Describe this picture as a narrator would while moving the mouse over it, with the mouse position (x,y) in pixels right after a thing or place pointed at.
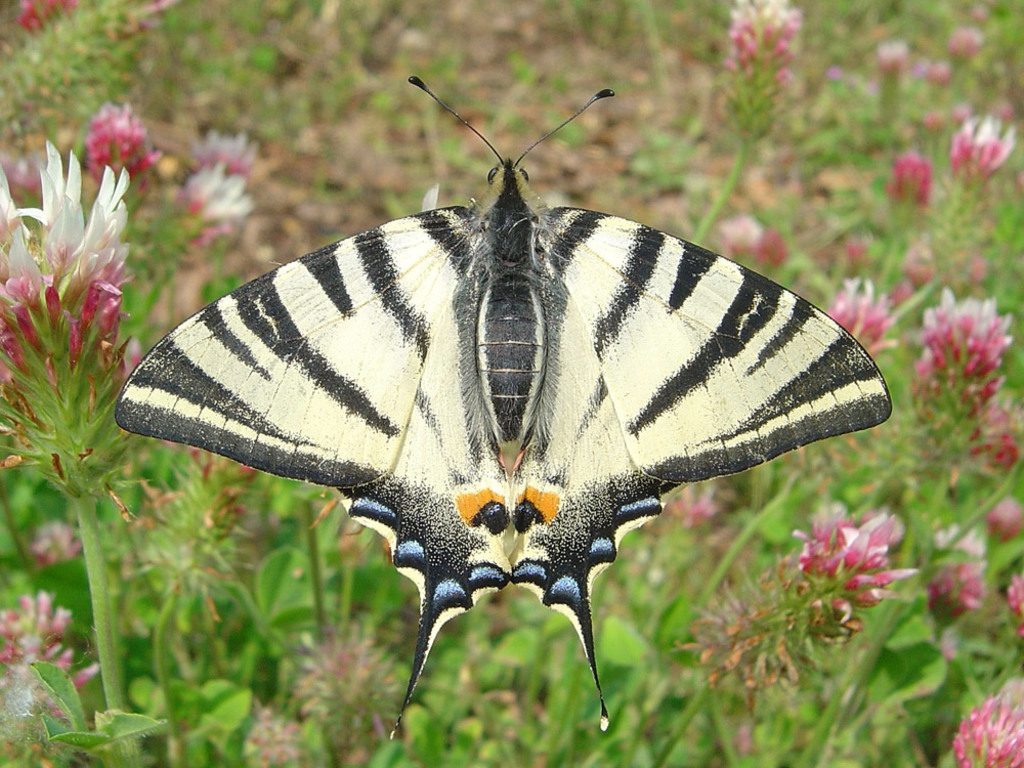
In this image I can see a butterfly (567,411) which is yellow, black and orange in color. In the background (807,678) I can see few plants (317,609) and few flowers (790,650) which are pink and white in color.
